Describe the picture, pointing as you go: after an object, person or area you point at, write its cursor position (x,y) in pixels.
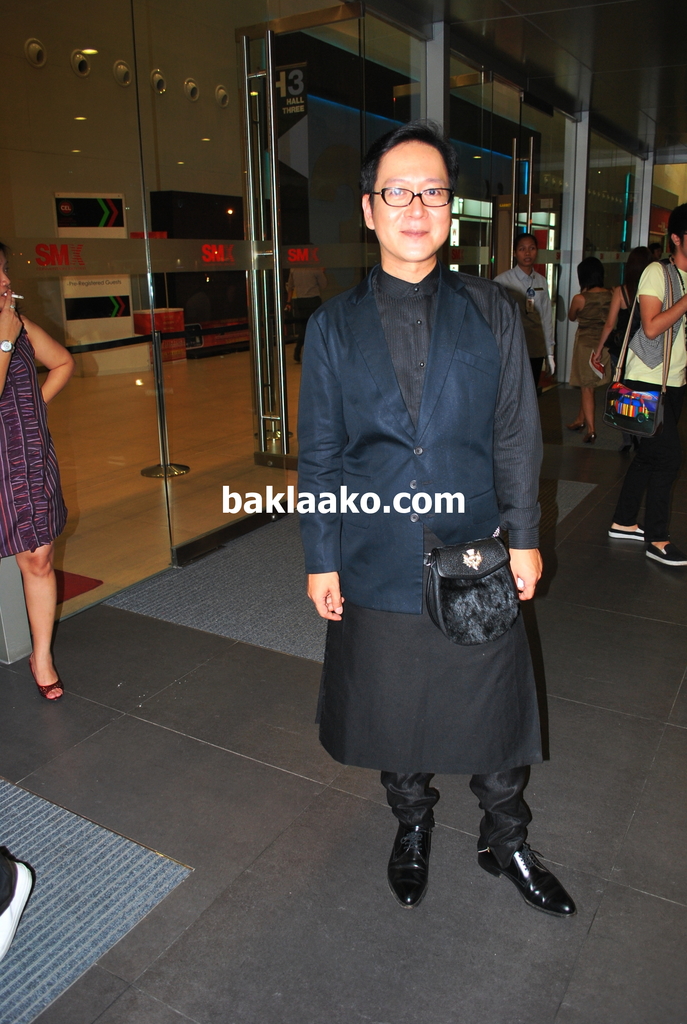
In the foreground of this image (421,714), there is a man (410,682) standing, carrying a bag (468,602). In the background (581,282), there are few people (590,377) walking on the floor (639,546) and also a glass wall (243,111) through which, we can see few screen like objects (207,204), posters (105,215) and the wall (224,168). On the left (5,405), there is a woman (3,475), standing and smoking.
